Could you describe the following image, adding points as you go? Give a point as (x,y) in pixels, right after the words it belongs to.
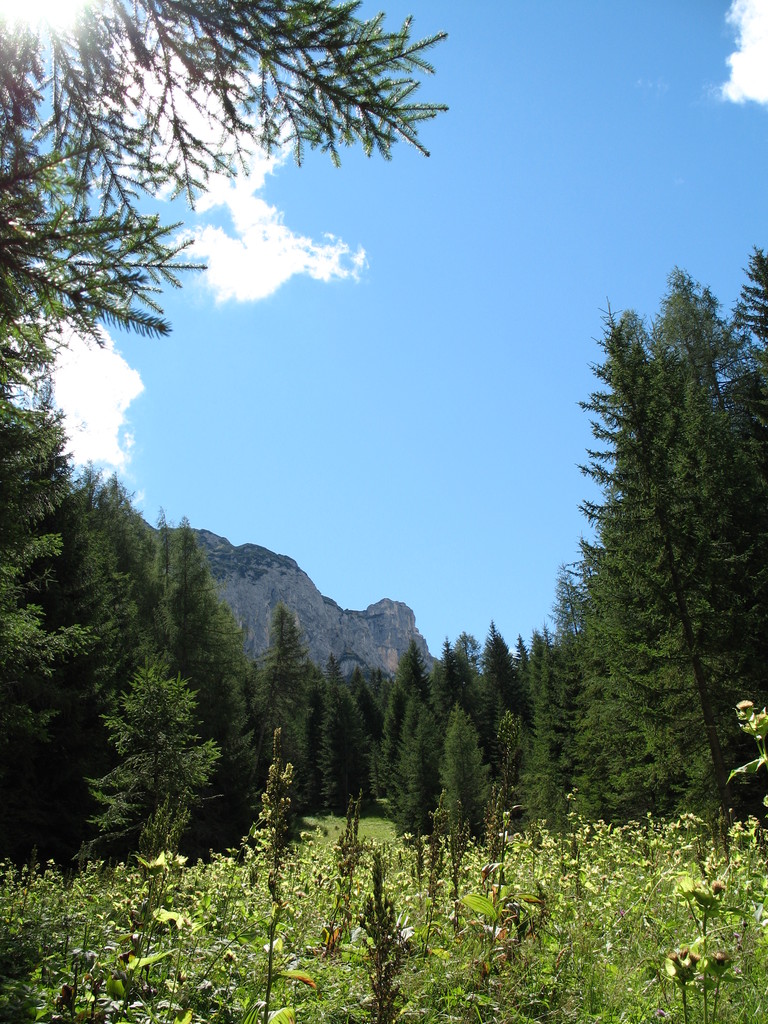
In this image there is grass (394,901) on the surface (343,948). At the background (340,670) there are trees (227,729), mountains (325,626) and sky (347,369).
